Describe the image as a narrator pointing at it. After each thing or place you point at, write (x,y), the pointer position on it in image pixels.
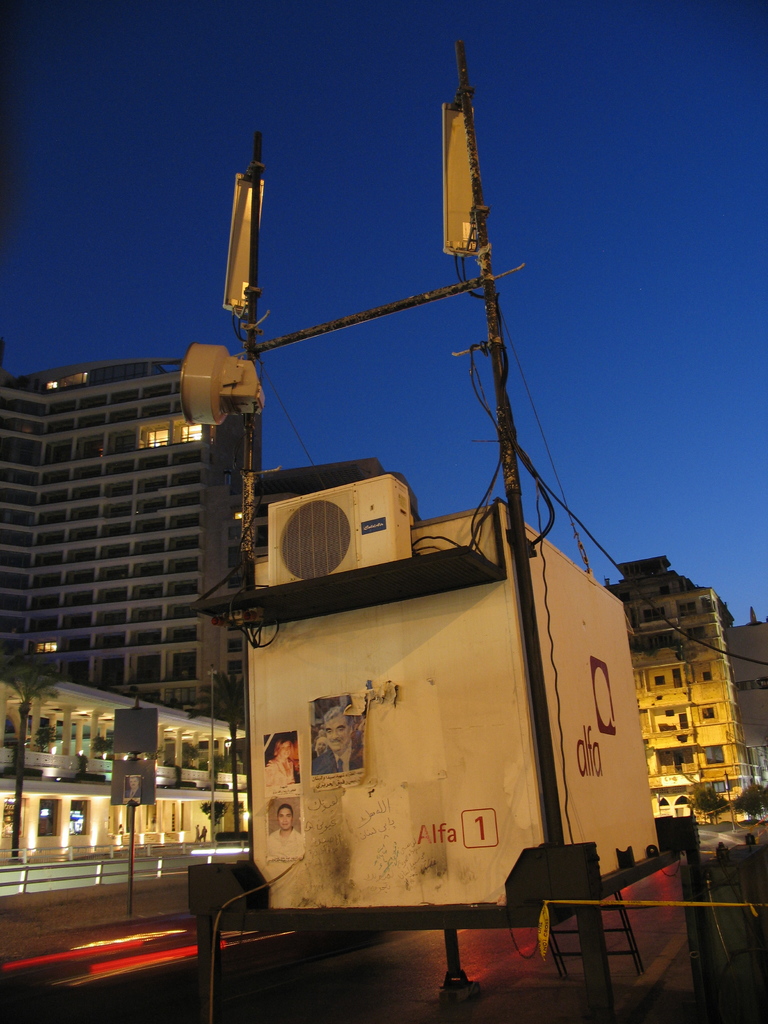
In this image we can see a container (621,827) with an air conditioner (367,532), poles (535,621) and a ladder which is placed on the ground (534,967). We can also see a group of buildings (230,782), a metal fence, lights (226,737), a pole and the sky (644,409) which looks clear.
